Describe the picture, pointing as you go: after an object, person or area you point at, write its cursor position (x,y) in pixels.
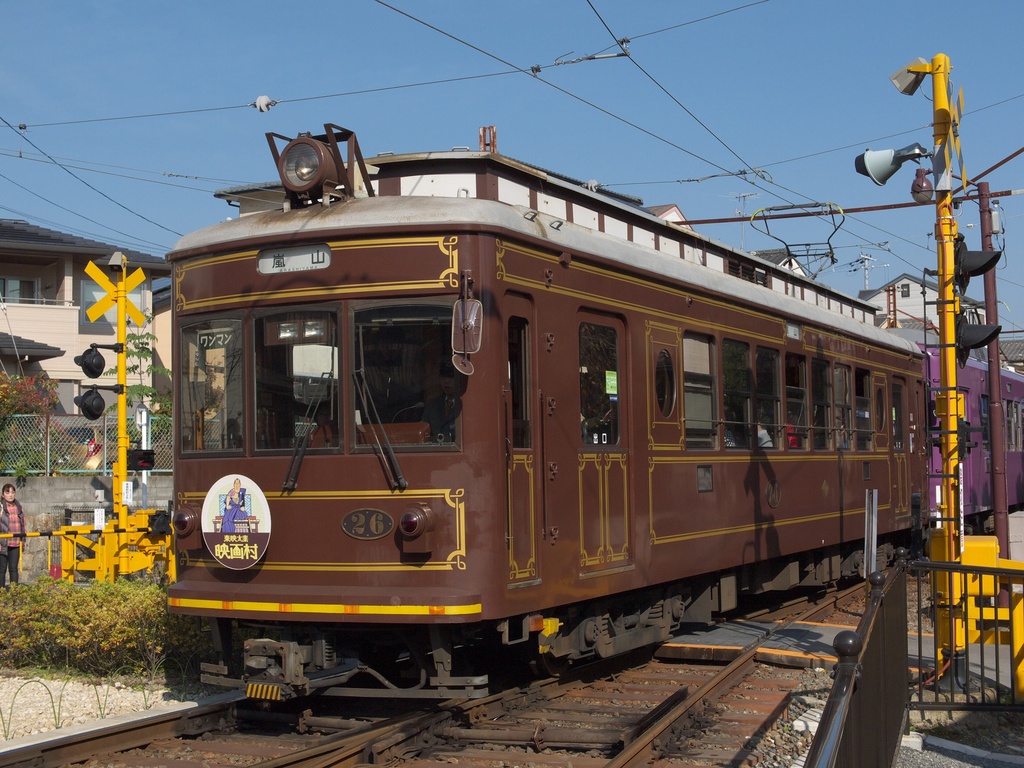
In the center of the image (388,350), we can see a train (533,575) on the track (703,702) and in the background (945,242), there are poles (944,229), traffic lights (115,349), wires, buildings (62,298), plants (39,620), boards (226,533), trees (45,404) and a mesh (74,424) and there is a lady (10,558) and some railings (65,565). At the top (32,199), there is sky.
